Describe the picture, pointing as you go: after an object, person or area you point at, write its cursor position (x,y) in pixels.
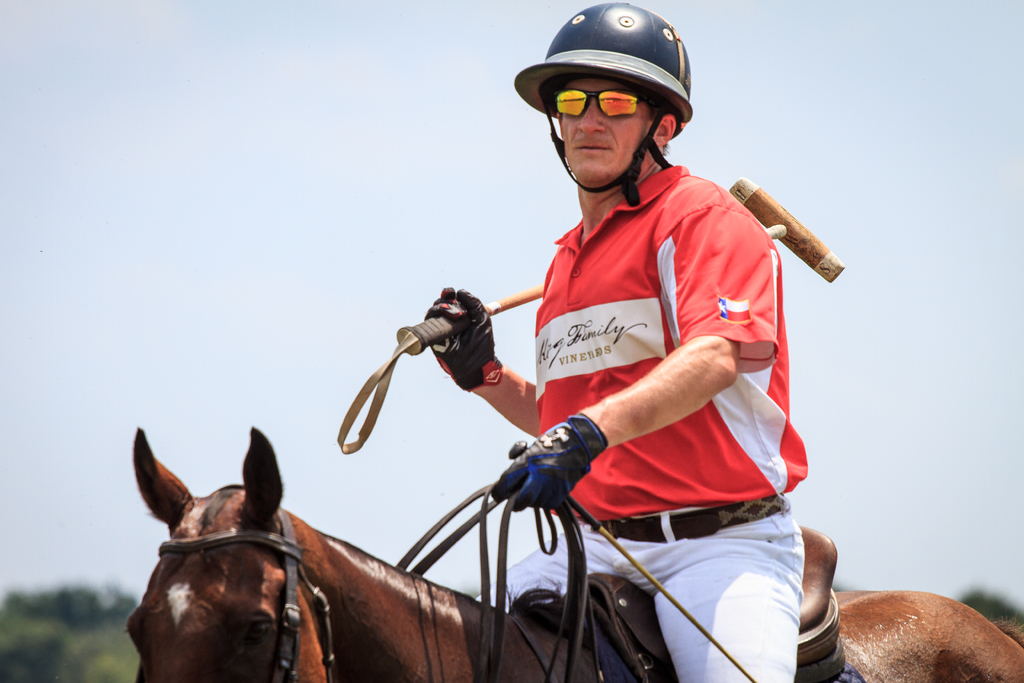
In this image in the foreground (767,682) there is a man (755,624) sitting on the horse (152,582) and the background (340,154) is the sky (306,155).
